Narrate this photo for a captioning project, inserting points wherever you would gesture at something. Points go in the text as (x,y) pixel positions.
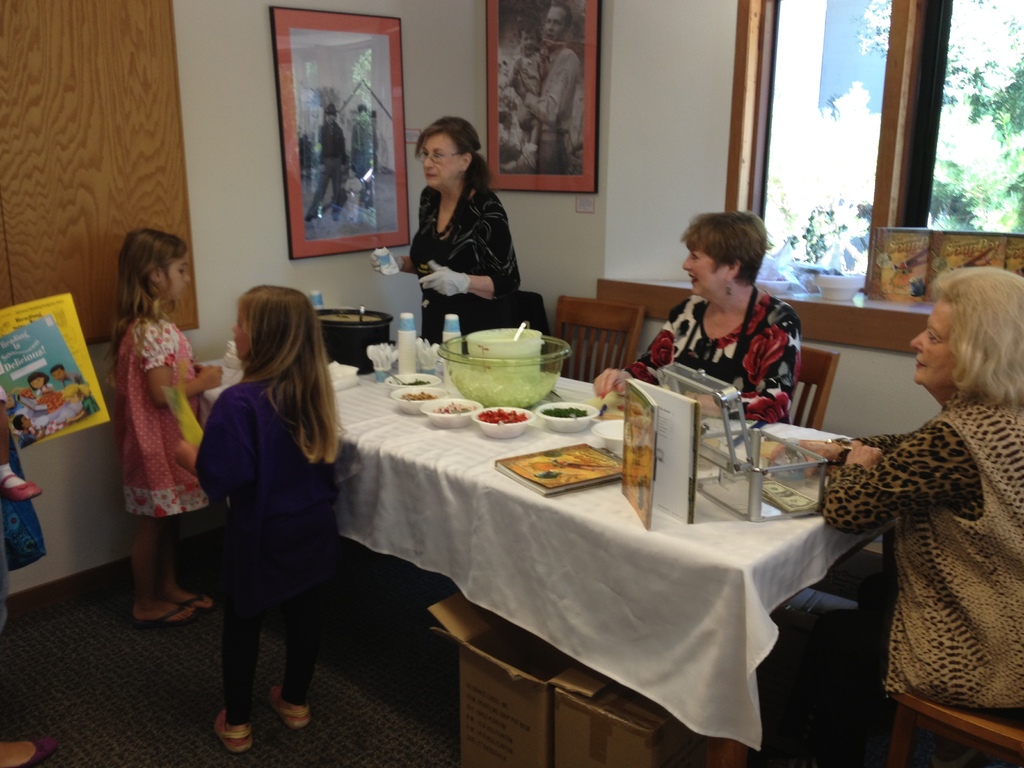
As we can see in the image, there are few people (1002,624). These three people (438,190) are standing and these two people (774,352) are sitting on chairs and there is a table (562,509) over here. On table (537,542) there is a white color cloth (566,529), bowls (520,430), bottle (414,326) and big bowl (507,367). Behind them there is a wall (663,142). On the wall (466,57) there are two photo frames (505,85) and on the right side (879,122) there is a window (883,131).
